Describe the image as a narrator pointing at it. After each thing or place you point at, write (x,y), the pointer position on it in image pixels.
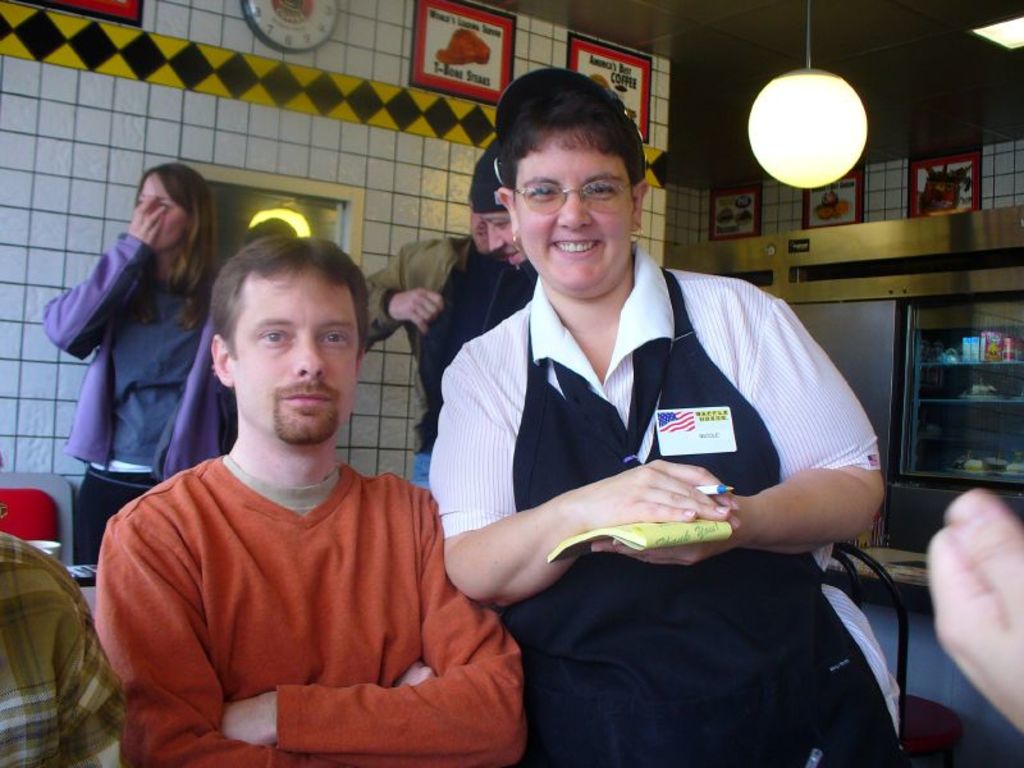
Here we can see people (503,275). This person (558,266) is smiling, holding a pen (723,488) and book (664,523). Pictures (963,178) and clock (286,40) is on the wall (309,168). This is light (820,154). Far there is a rack (966,387).
